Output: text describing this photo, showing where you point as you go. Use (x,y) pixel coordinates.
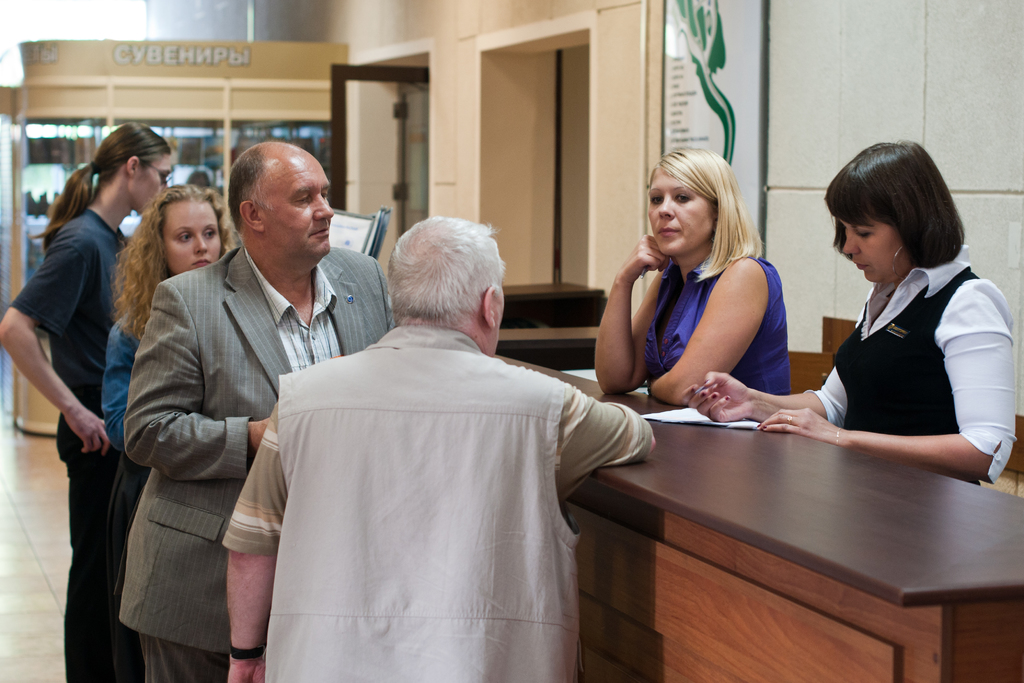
There are group of people (468,379) standing. This is a table (753,494) and this is a paper (685,422) placed on the table (821,493). This is a photo frame (734,64) attached to the wall (803,62). At background (181,85) I can see a small stall (218,113) where some objects (211,135) are stored inside. And I think this is a glass door (357,141) with a wooden frame (390,79).
